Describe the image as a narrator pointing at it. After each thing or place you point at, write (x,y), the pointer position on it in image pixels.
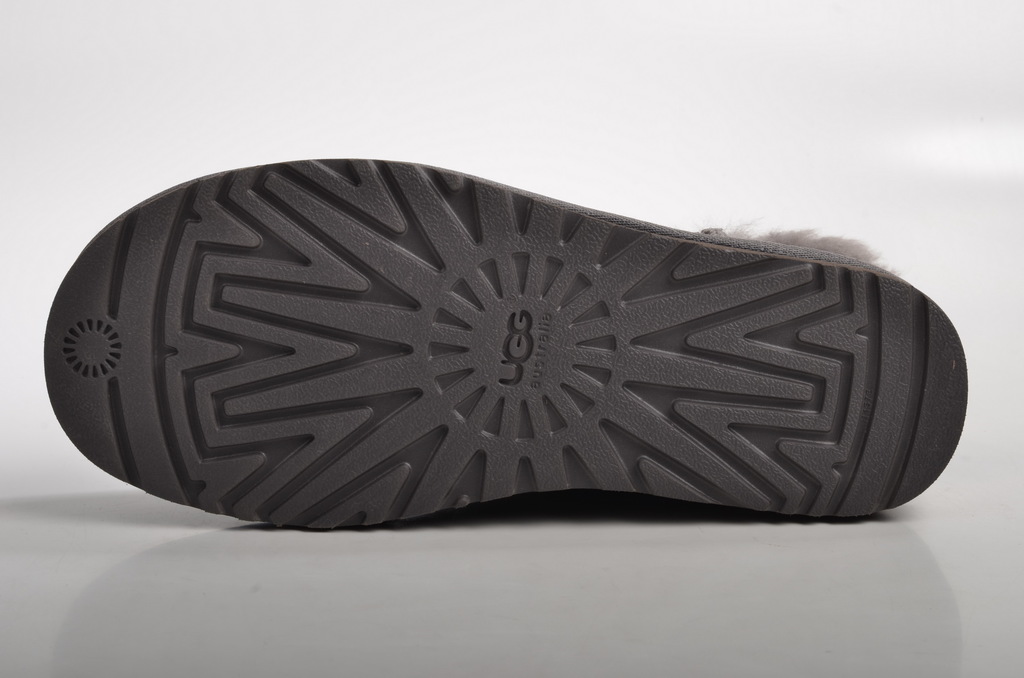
In this image I see the black color thing (435,306) and I see something is written over here and it is on the white color surface (69,525) and it is totally white in the background (917,154).
